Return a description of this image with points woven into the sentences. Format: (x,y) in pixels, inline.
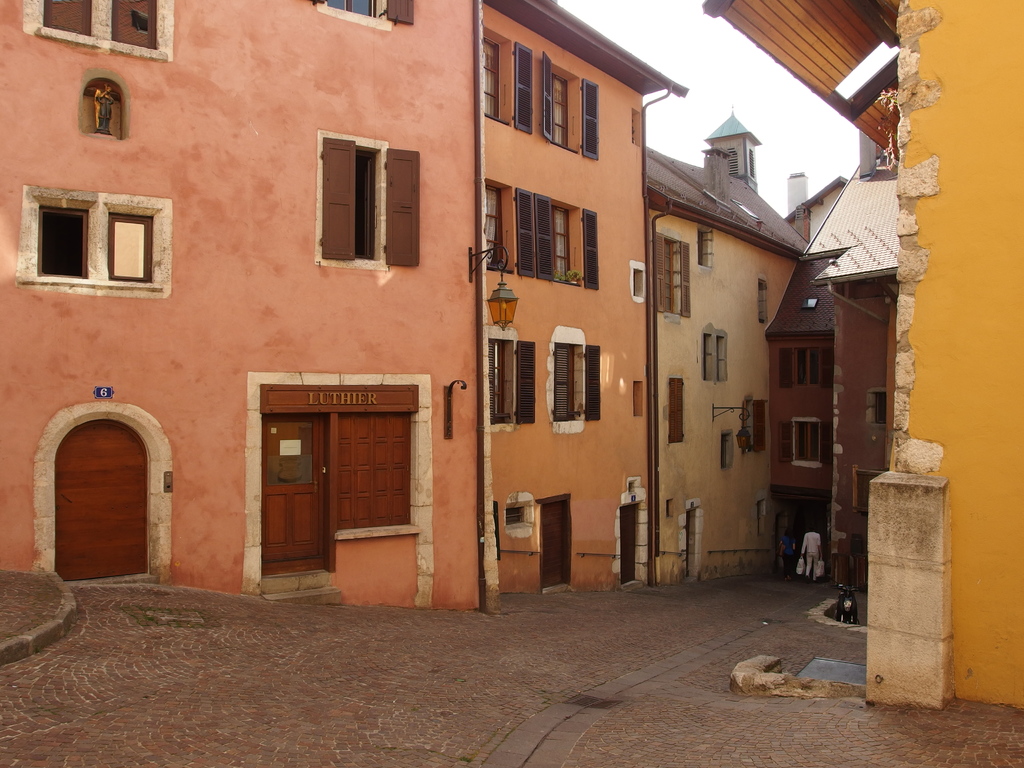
This image consists of buildings (503,552), windows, doors (632,575), a vehicle (838,593) and two persons (787,576) on the road (762,634) and the sky (712,34). This picture might be taken in a day.
